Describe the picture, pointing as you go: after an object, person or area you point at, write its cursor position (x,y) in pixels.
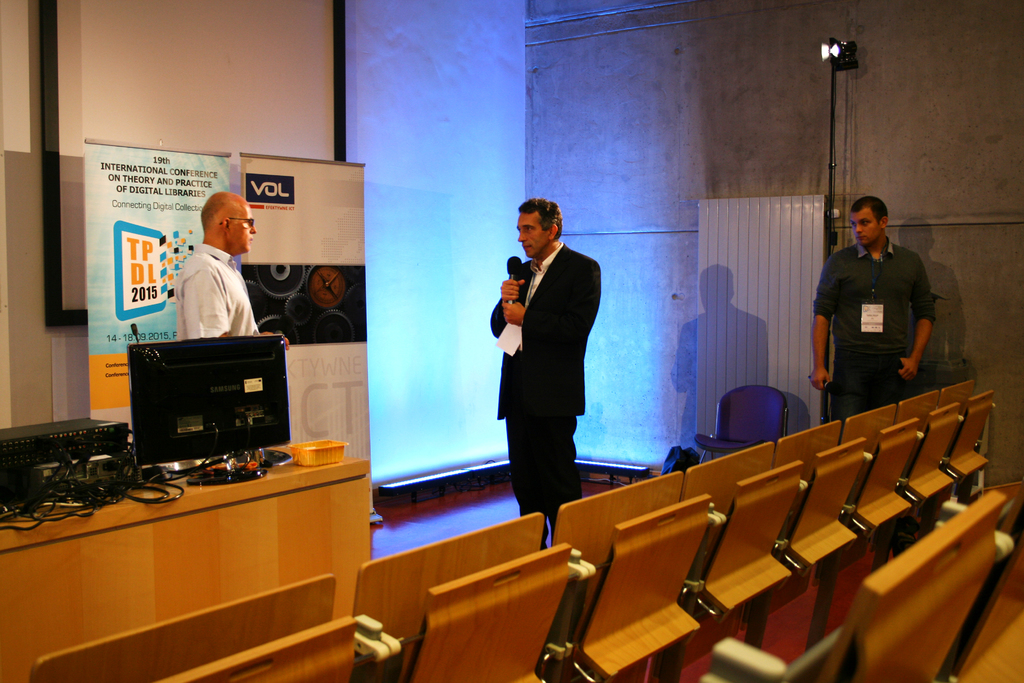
In a hall (472,516), there are total three people (189,270) standing there are brown color chairs (689,573) in front of that there is a table (283,529), on the table (164,593) there is a monitor (158,431) to the left side (77,430) there is a music system (8,455), in front of that a man (217,281) wearing white color shirt (239,276) is standing beside him another person (572,313) is speaking, in the background (325,284) there are two banners (364,276) behind them there is a presentation screen (164,26), to the right side (799,111) there is a wall (652,104).
